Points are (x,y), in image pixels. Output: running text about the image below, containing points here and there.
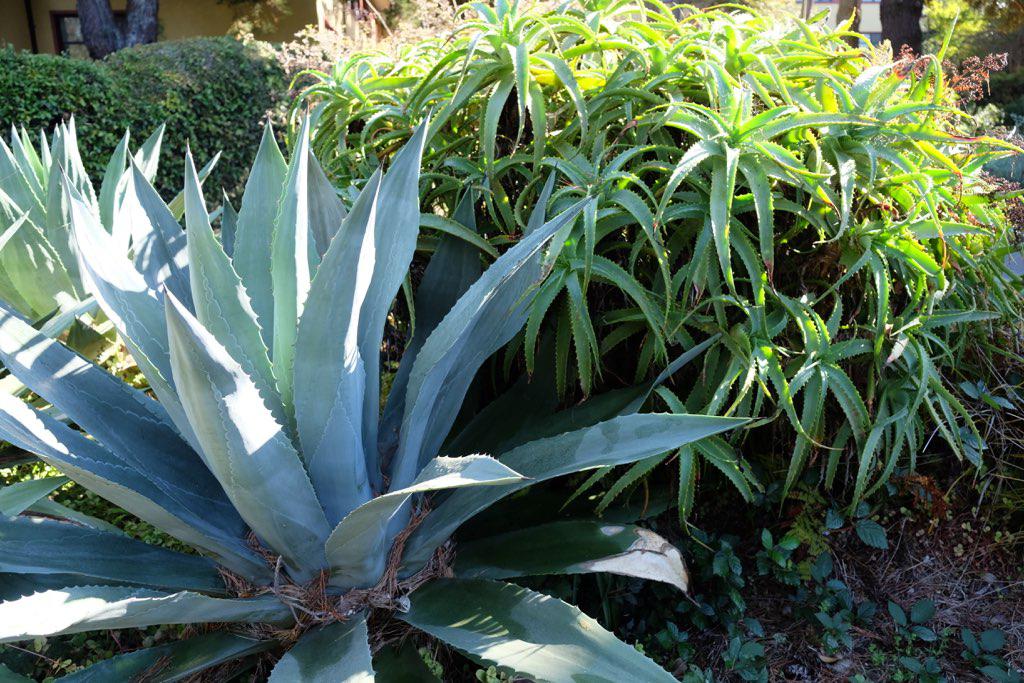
In this image there is a Agave plant (237,341) on the left side (317,318), Beside it there is another big plant (769,145). In the background (147,41) there is a tree (136,25). On the ground (845,589) there are small plants (835,618).
